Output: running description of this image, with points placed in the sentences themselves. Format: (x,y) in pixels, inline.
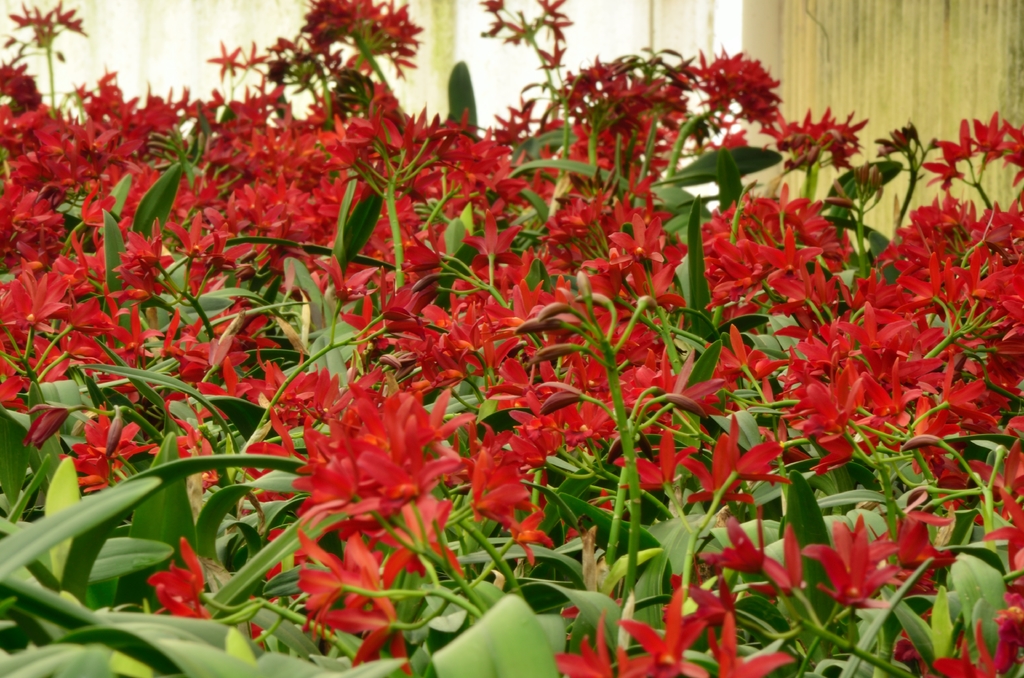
In this image there are so many plants (358,458) with the red color flowers (15,318). In the background (712,40) there is a wall (801,63).
